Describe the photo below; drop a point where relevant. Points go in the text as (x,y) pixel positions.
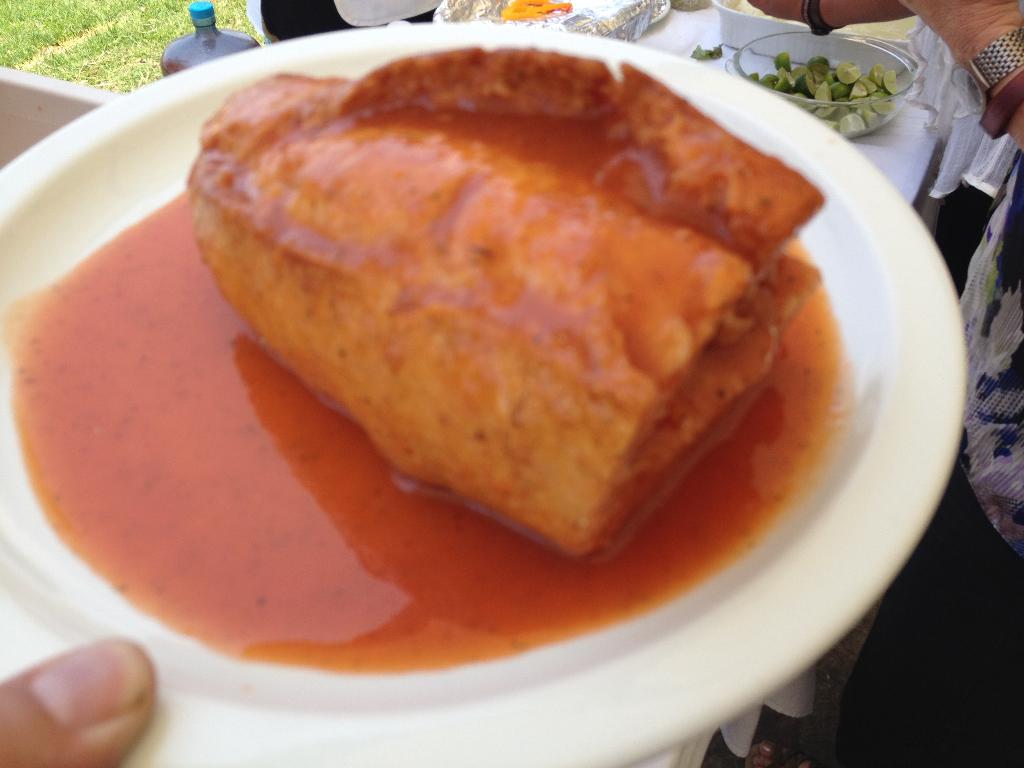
In this image there is a food item (308,388) on a plate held by a person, in front of the plate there is a table (668,38), on the table (679,45) there are a few other food items (849,76), in front of the table (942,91) there is another item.
